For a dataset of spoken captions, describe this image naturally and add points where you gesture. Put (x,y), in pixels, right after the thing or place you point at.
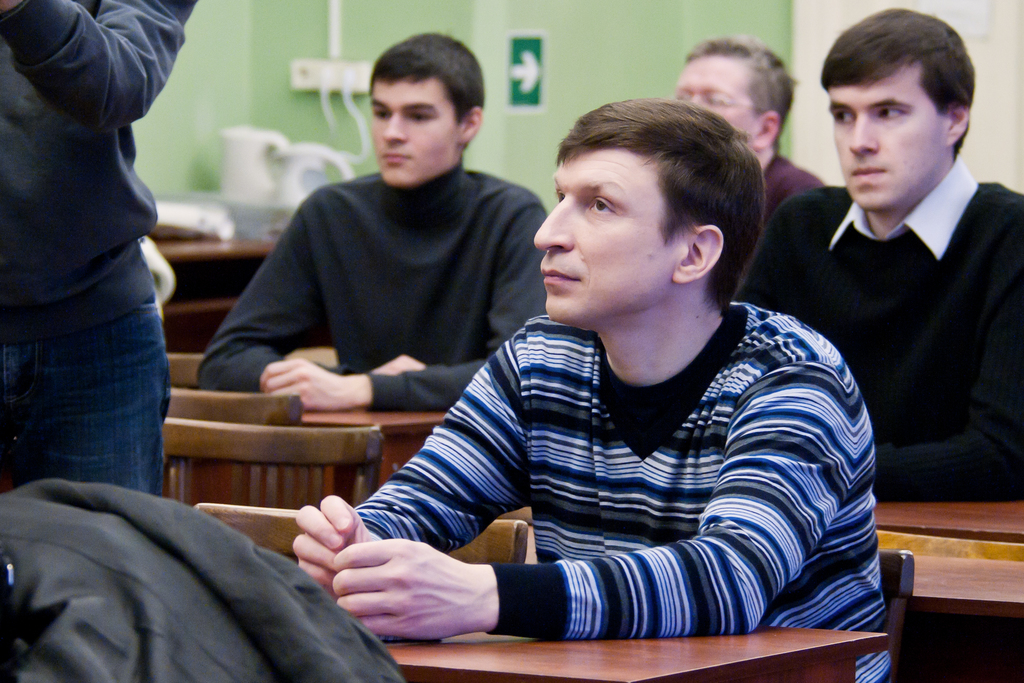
In this image we can see a few people (325,224) sitting on the chair (902,558) and there are tables (376,422) in front of them and a person (114,206) standing on the room (90,175) and there is a sign board (529,67) to the wall (483,23) and few objects (263,208) on the desk (218,252) in the background (231,147).
